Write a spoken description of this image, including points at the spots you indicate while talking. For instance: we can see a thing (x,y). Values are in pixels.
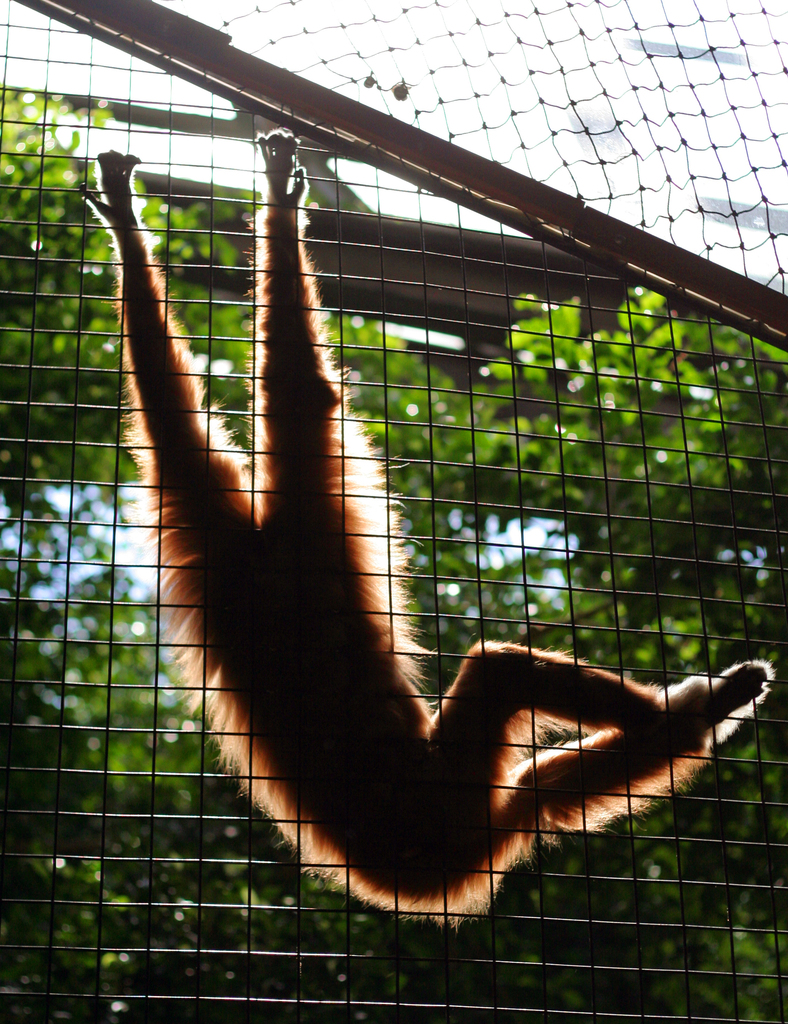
As we can see in the image there is a monkey (279,711) with brown color holding the fence (334,160). Behind the monkey (336,719) there are a lot of trees (516,482).
